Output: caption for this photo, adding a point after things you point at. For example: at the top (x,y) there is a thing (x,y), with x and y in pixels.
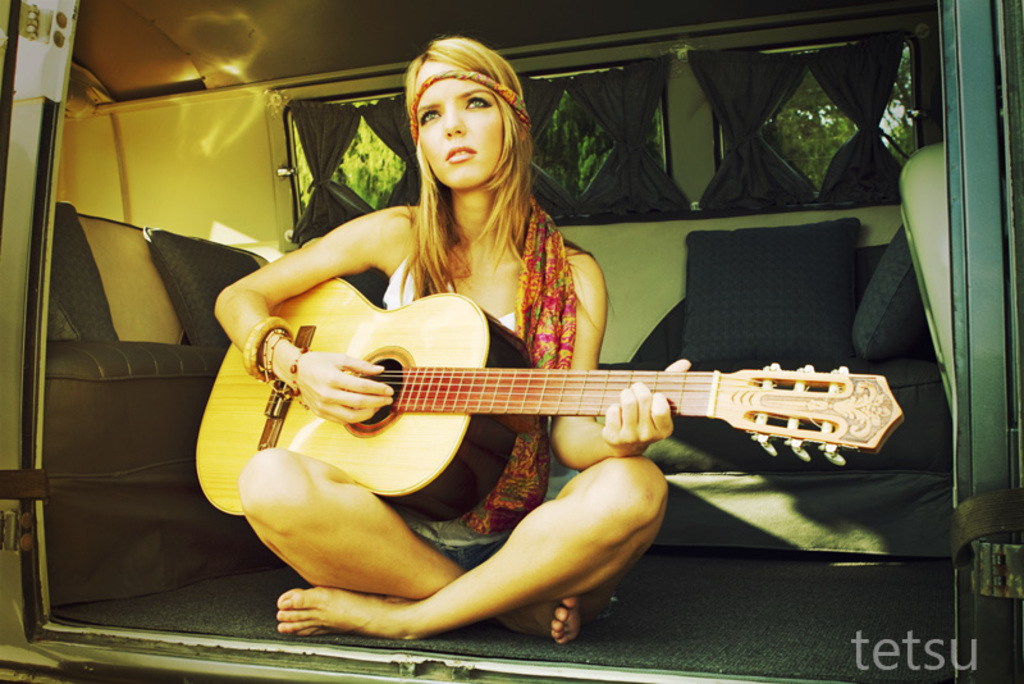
In this picture a woman (330,366) is sitting on a carpet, she is playing a guitar (417,454), and back there are pillows (786,296), and back side there is a glass (793,123), and trees (590,142) at the back side (572,146).
